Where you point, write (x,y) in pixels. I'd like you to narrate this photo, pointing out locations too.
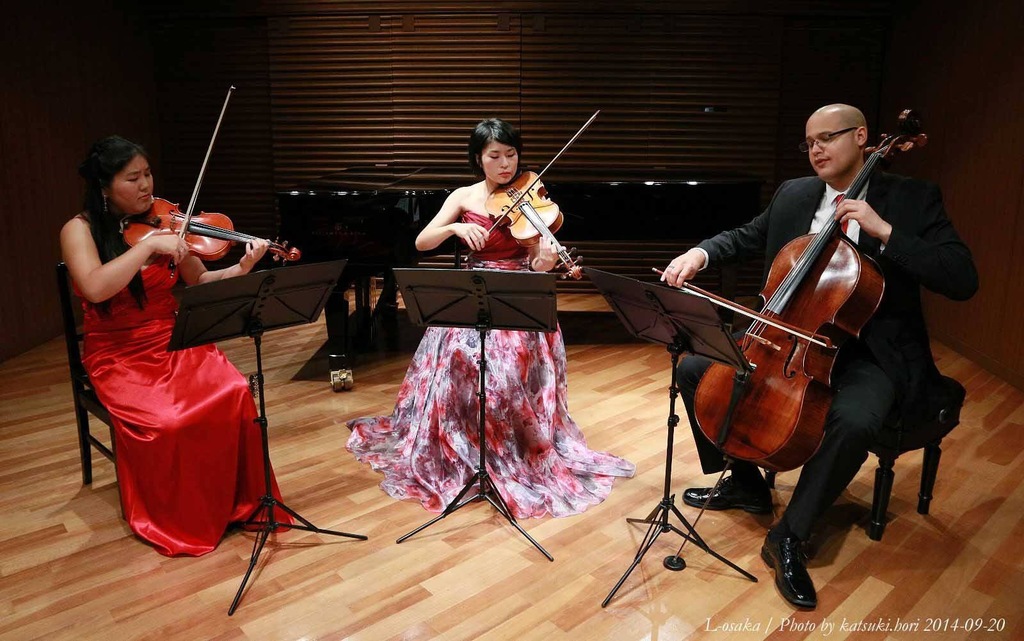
In this picture there are three people (125,371) who are sitting on the chair (79,314) are playing string instruments (784,363). There are two woman (204,391) and a man (851,401).
